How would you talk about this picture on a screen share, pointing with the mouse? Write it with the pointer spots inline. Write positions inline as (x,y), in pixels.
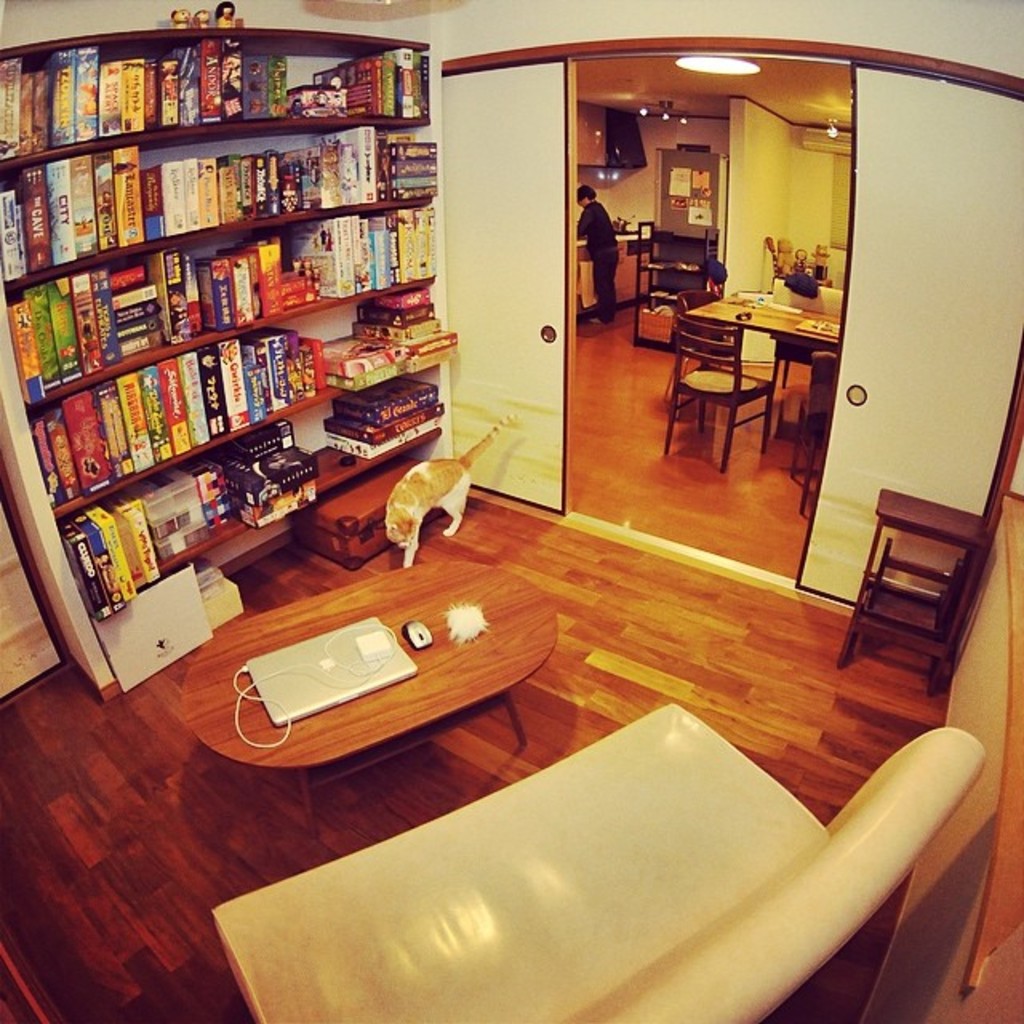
In this picture we can see a sofa chair (481,851) and a table (432,712) here, there is a laptop (363,679) and a mouse (412,635) on the table (401,579), there is a cat (409,539) here, on the left (300,381) we can see racks (324,390), there are some books (263,315) on the racks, on the right side (706,402) we can see a chair (717,381) and a table (733,312), we can see a person (606,244) standing here, there is a light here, in the background (738,187) there is a wall (752,201).
